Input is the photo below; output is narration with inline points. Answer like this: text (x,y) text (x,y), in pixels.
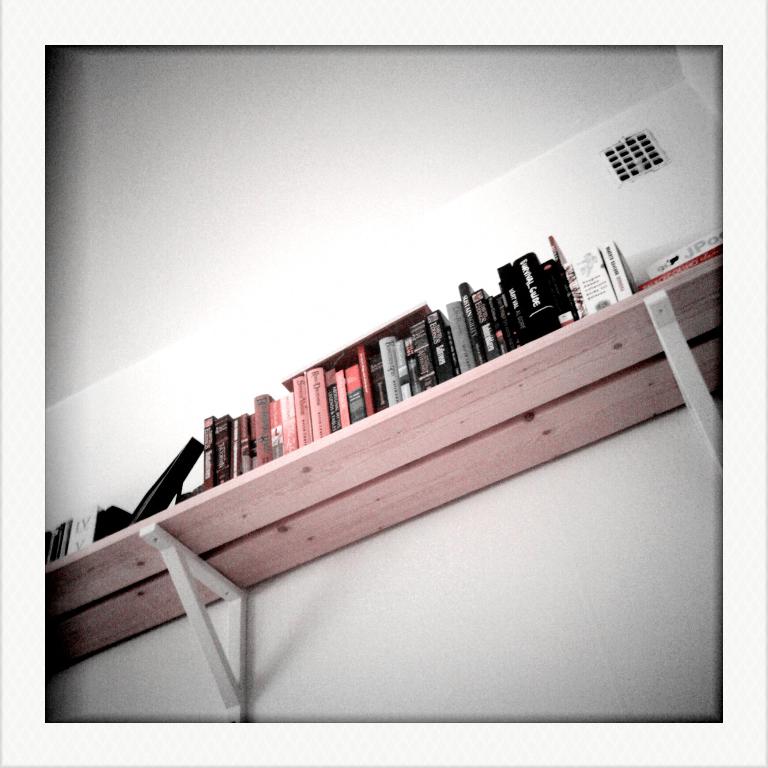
This picture seems to be clicked inside the room (254,619). In the center (333,457) we can see the wooden rack (327,466) on the top of which books (322,402) and some other objects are placed and we can see the text (532,276) on the covers (243,431) of the books (241,439). At the top (265,120) we can see the roof (335,129). In the background (612,552) we can see the wall (574,597) and an object (652,162) seems to be the vent (632,159).
